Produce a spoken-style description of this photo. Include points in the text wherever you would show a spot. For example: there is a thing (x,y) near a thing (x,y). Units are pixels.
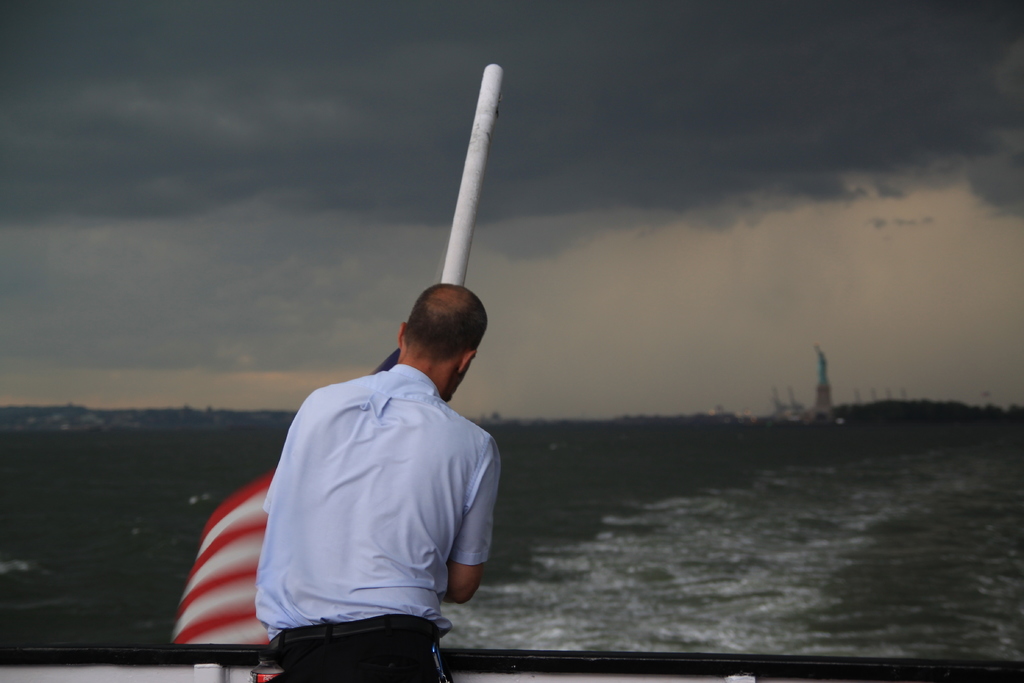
In this image I can see a man (376,514) is standing. The man (382,517) is wearing a shirt (374,522) and a pant (389,659). In the background (254,444) I can see water (608,510), a white color pole (465,262) and the sky (659,195).
